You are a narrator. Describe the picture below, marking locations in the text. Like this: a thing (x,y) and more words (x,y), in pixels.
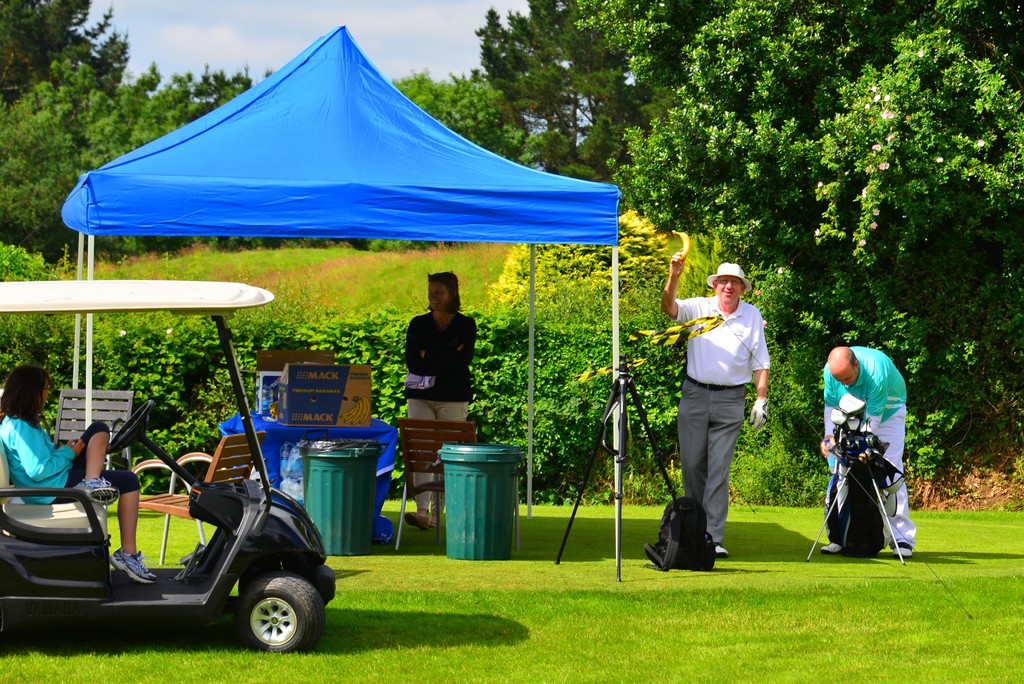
In this picture we can see three persons (703,404) standing here, on the left side (265,558) there is a vehicle (92,588), we can see a person (92,454) sitting in the vehicle (253,524), at the bottom (684,641) there is grass (611,607), we can see a dustbins (509,555) here, in the background (854,132) there are trees (607,46), there is a tent (337,160) here, there is the sky (250,49) at the top of the picture (311,7), we can see a bag (679,505) and a tripod (638,397) here, there is a cardboard box (355,411) and a chair (237,445) here.
